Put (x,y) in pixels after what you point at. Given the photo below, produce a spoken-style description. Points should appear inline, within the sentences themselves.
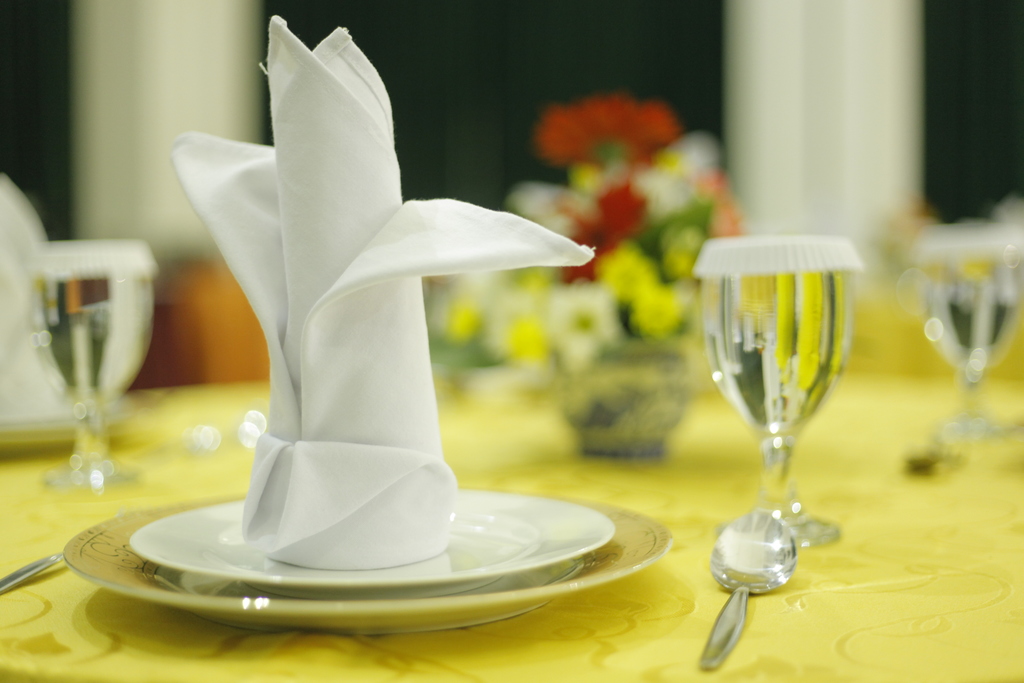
In this picture there is a cloth (271,46) on the plate (598,534) and there are plates (433,622), glasses (761,285), spoons (29,565) and flower vase (628,374) on the table (947,539) and the table (669,623) is covered with gold color cloth (589,652). At the back (762,75) there are pillars (776,75).
